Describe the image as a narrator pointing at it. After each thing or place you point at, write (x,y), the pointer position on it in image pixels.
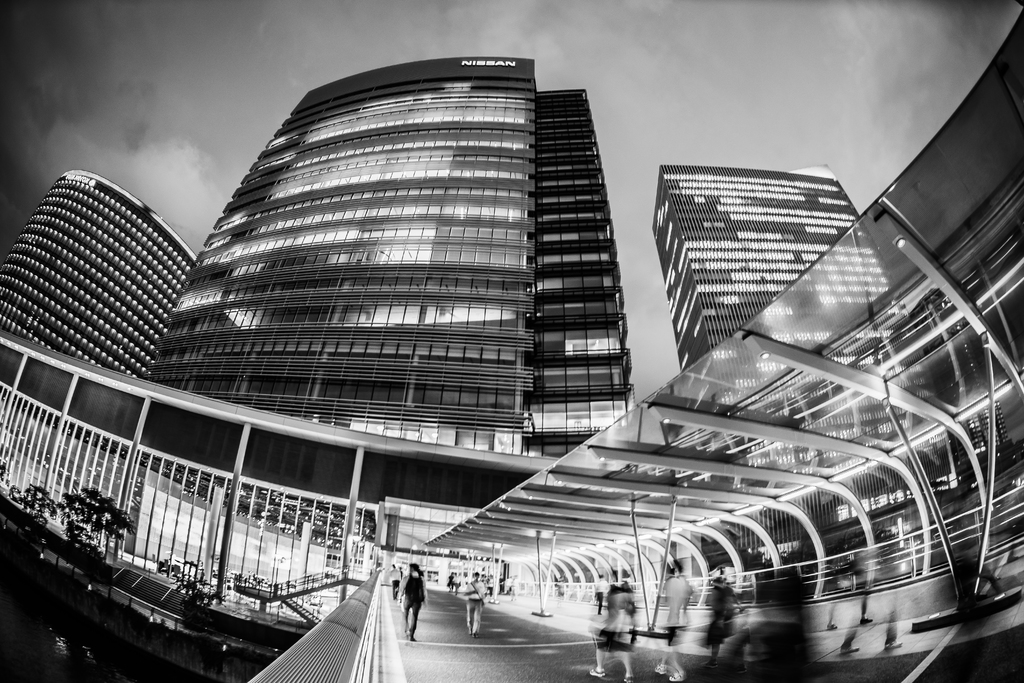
It is a wide angle black and white image, there is an organization (448,222) it is very large and in front of the organization (416,260) few people (408,601) were walking on a path (401,652). On the left side (70,517) there are few trees (74,538).
